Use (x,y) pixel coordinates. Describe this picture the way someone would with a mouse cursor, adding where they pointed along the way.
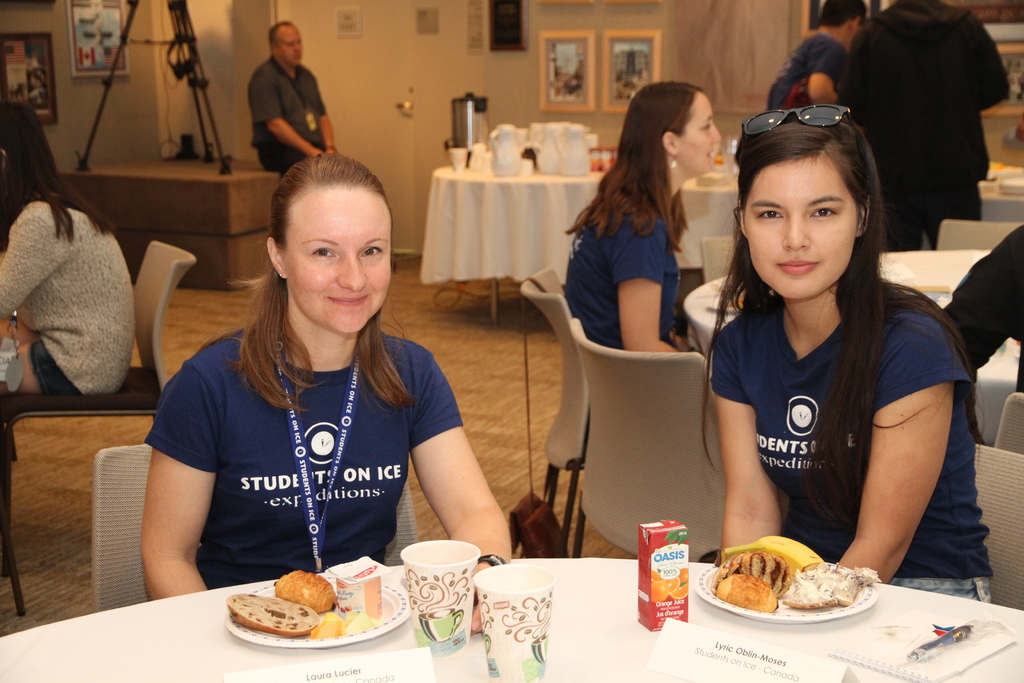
We can see frames (574,55) over a wall (219,35). this is a door (388,73). We can see one man (295,96) standing here and this is a stand (202,90). We can see two persons (933,66) standing near to the table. We can see all the women (967,433) sitting on chairs (131,591) in front of a table (625,583) and on the table (710,627) we can see plate (797,611) of food (793,566), glasses (514,612) and juice bottle (658,559), pen (942,644) book (930,660), nameboards (816,666). This is a floor (491,399). Here we can see white colour jugs (557,150) on the table (504,214).
